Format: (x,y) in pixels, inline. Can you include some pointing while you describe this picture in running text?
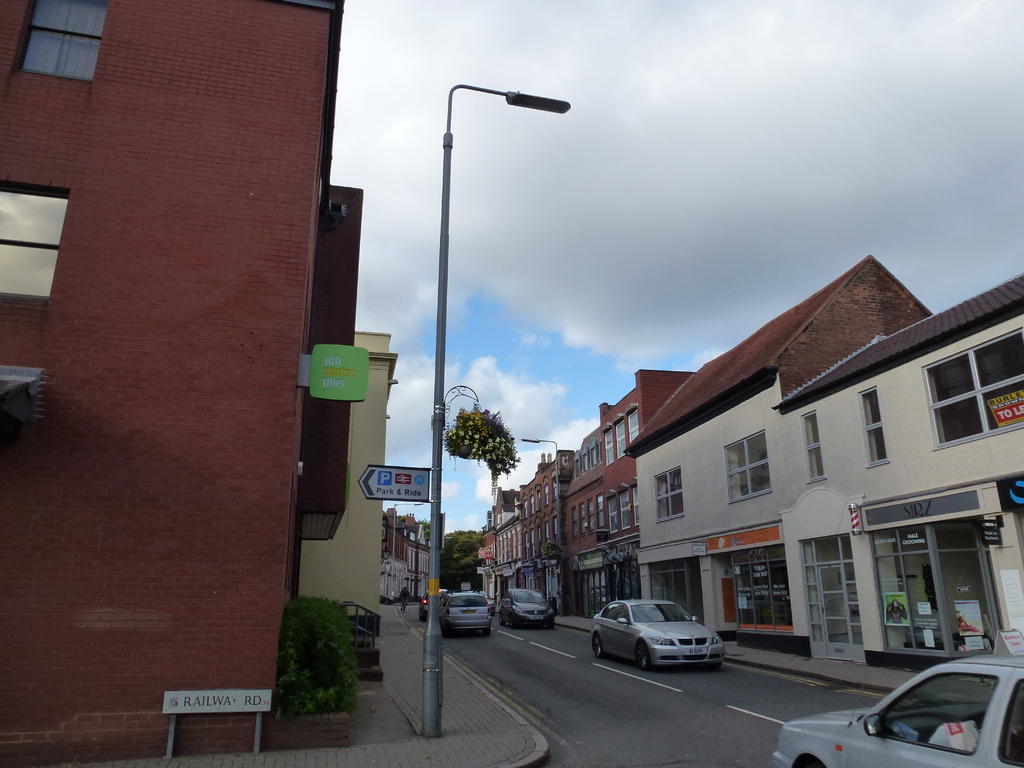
In this image, there are buildings (495,576), trees (307,672) and vehicles (604,628) on the road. I can see a board (407,478) attached to a street light (439,574). In the background (482,331), there is the sky (733,214).
